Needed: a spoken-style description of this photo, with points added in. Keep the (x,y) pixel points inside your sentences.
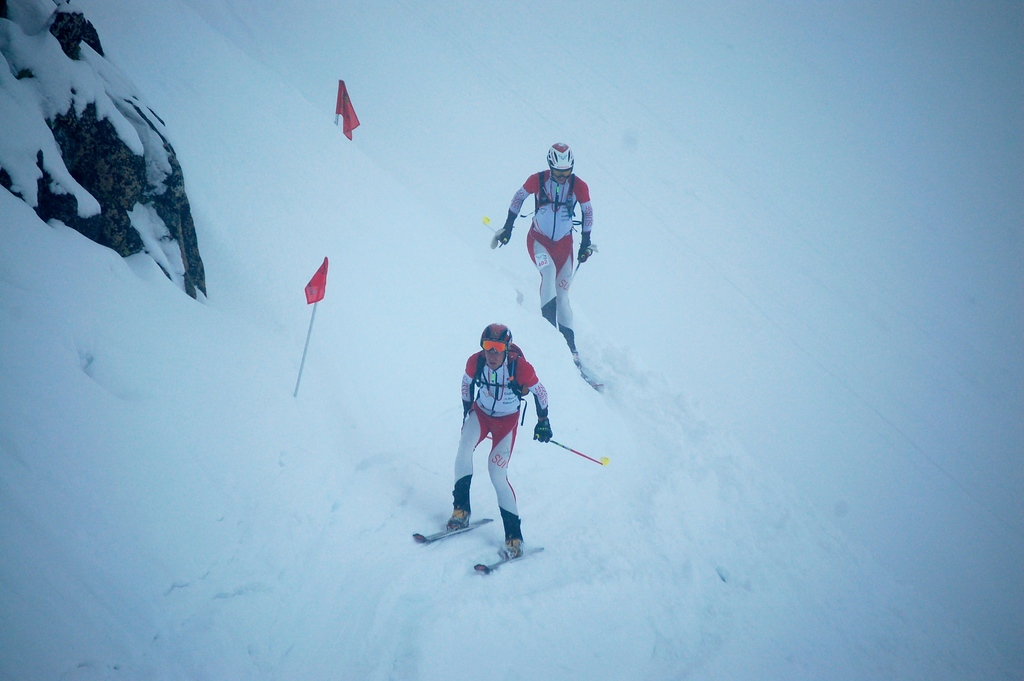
In this image I can see two persons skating on the snow (382,587) using ski boards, they are wearing white and red color dress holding two sticks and I can see flags (347,101) in red color.
